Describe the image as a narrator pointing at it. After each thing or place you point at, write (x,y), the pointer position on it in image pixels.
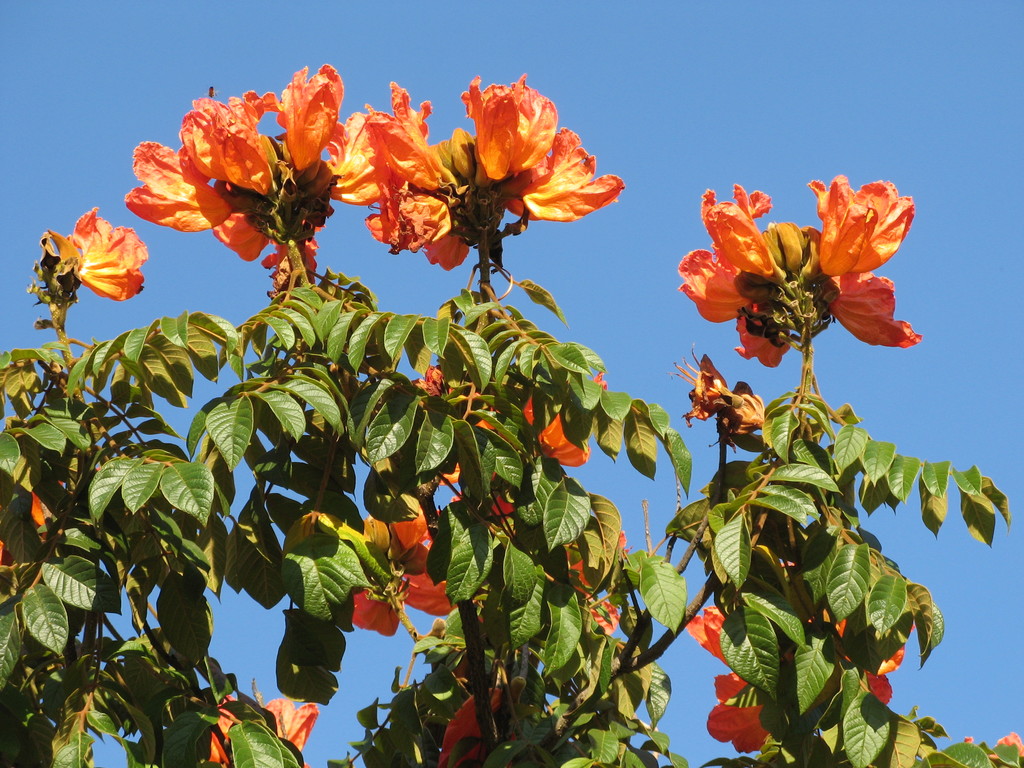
In the middle of the image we can see some trees (75,570) and flowers (338,90). Behind the trees (45,487) we can see the sky (1005,66).
